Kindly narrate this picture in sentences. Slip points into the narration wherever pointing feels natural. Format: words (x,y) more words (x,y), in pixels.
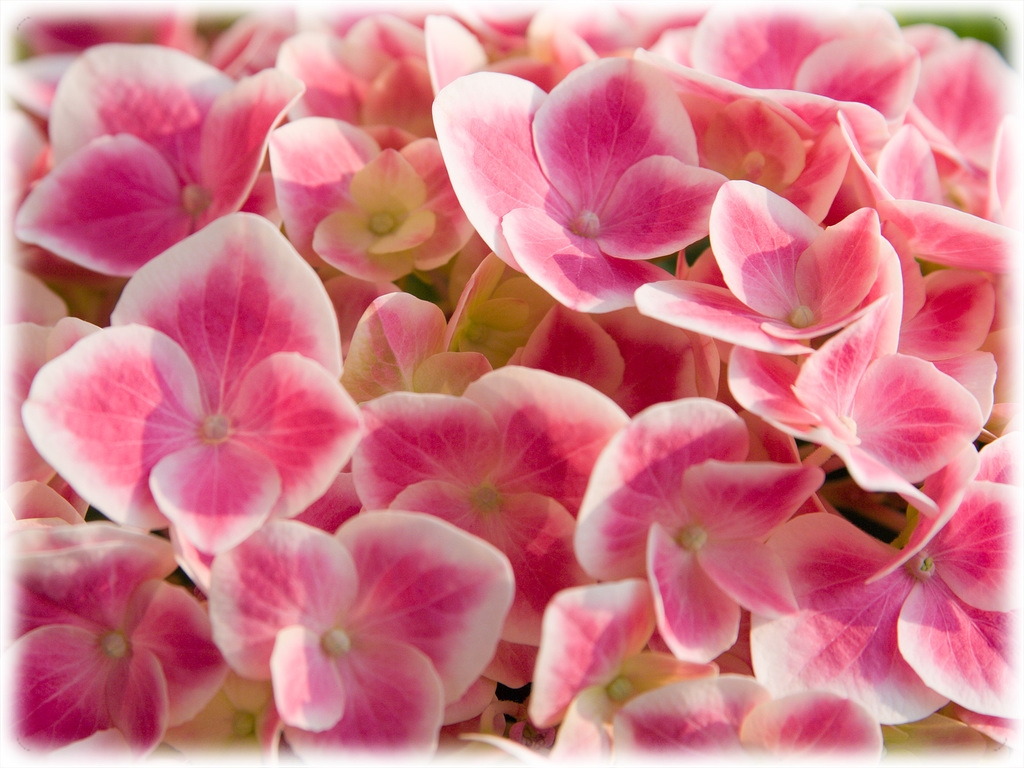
In the image we can see some flowers (804,320).
